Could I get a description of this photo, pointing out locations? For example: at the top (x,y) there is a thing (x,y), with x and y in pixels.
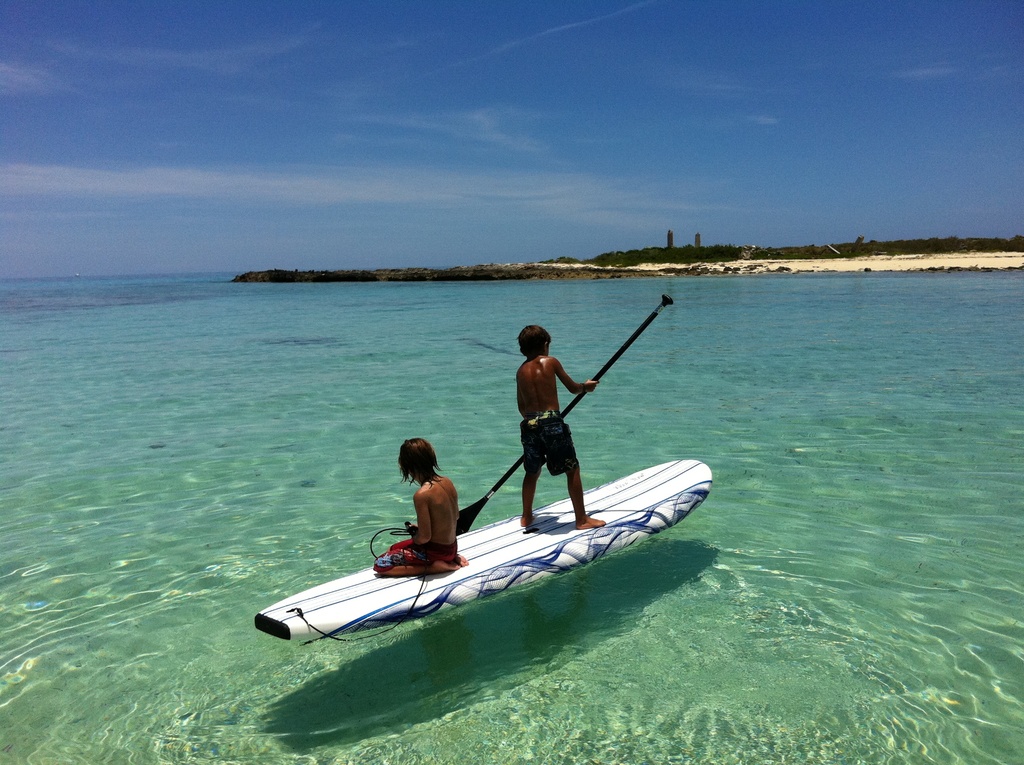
Here in this picture we can see water (662,342) present over a place and in the front (538,574) we can see two persons (418,541) present on the paddle board (514,566) and the person (553,391) in the front (565,382) is paddling and in the far we can see land (610,271) that are covered with plants (993,247) and trees (694,254) and we can see clouds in the sky (453,130).
